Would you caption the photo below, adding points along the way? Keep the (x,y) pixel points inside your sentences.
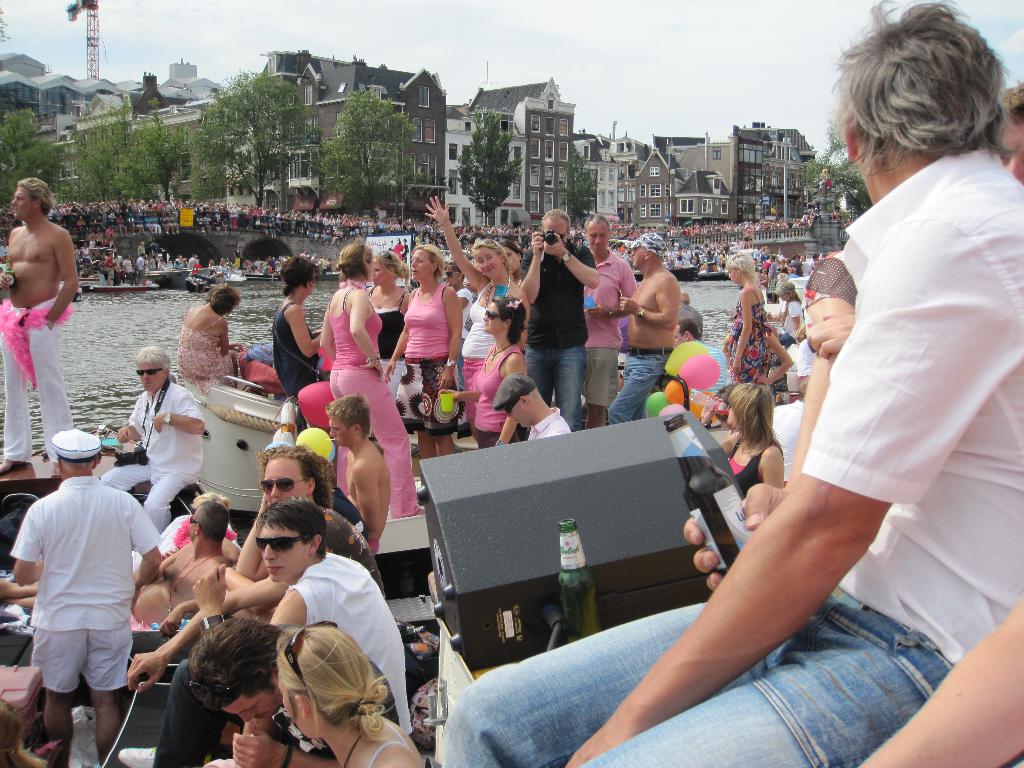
In this image there are so many people (784,450) sitting and standing on the so many boats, which are on the river (89,382) and a few are holding some bottles (708,526) and few objects (689,352), there are so many people (120,223) standing on the bridge (146,240). In the background (661,74) there are buildings (550,200), trees (48,180), poles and the sky (662,132).
